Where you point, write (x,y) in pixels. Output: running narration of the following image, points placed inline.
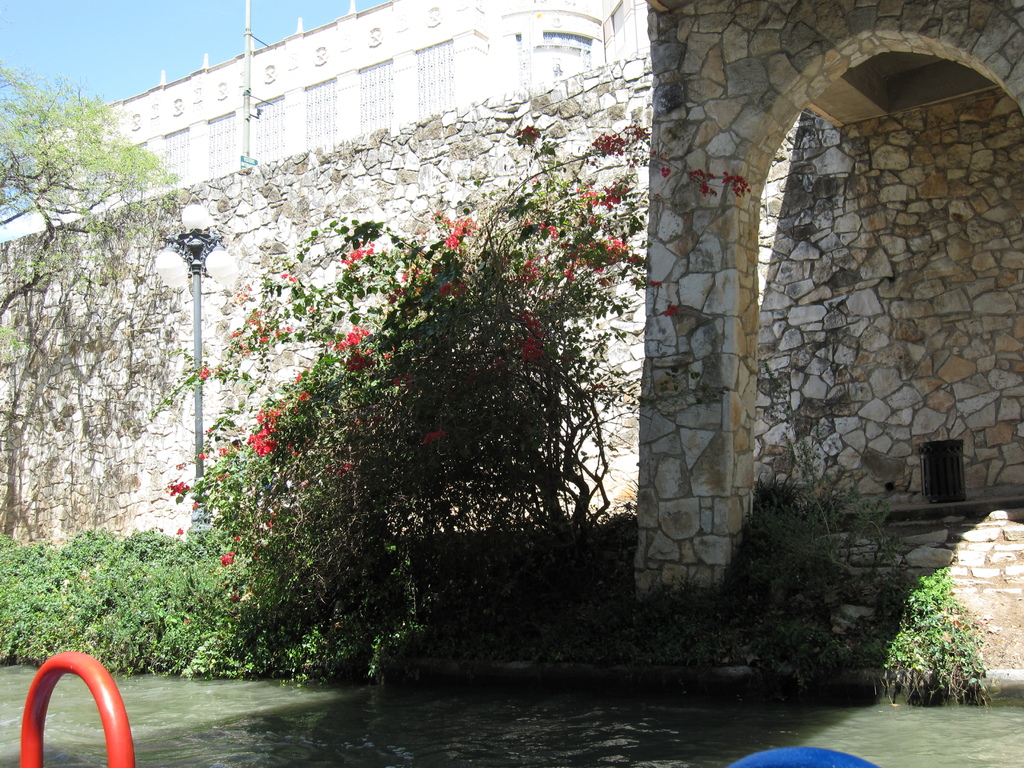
In this image we can see the building (259,128), light poles (217,275), trees (225,473), creepers (392,515), fencing wall (850,171) and also the water (489,714) at the bottom (644,714). We can also see the sky (155,65) and some other objects (806,761).
